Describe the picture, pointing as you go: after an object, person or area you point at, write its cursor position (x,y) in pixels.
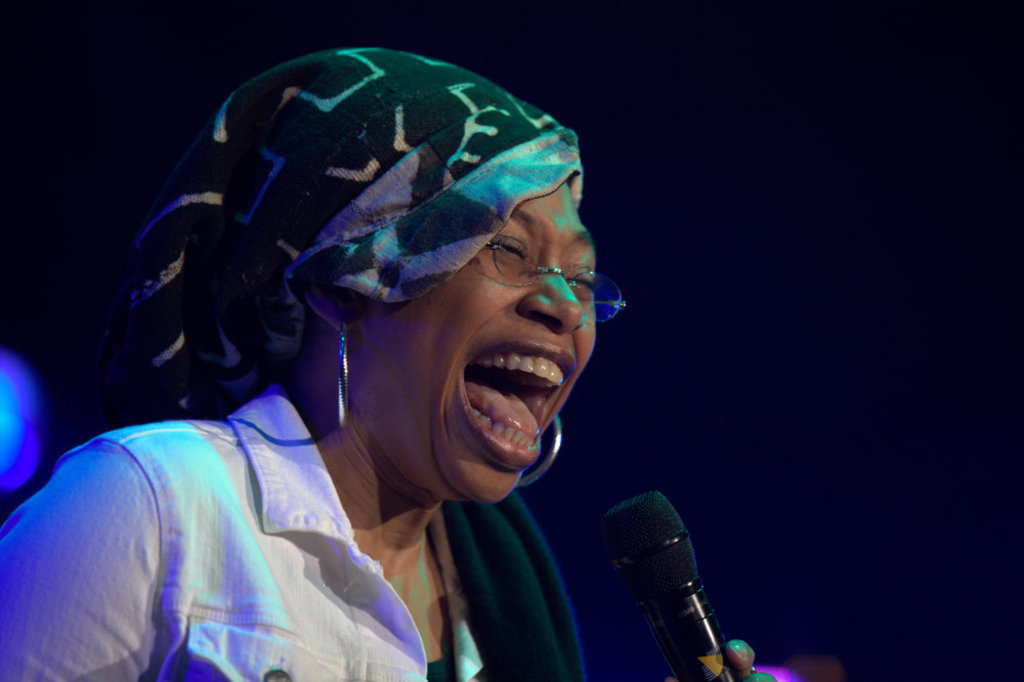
In the picture we can see a woman (554,617) holding a microphone (717,626) and screaming and she is in the white shirt (143,509) and cloth (429,112) to her head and behind her we can see dark.
